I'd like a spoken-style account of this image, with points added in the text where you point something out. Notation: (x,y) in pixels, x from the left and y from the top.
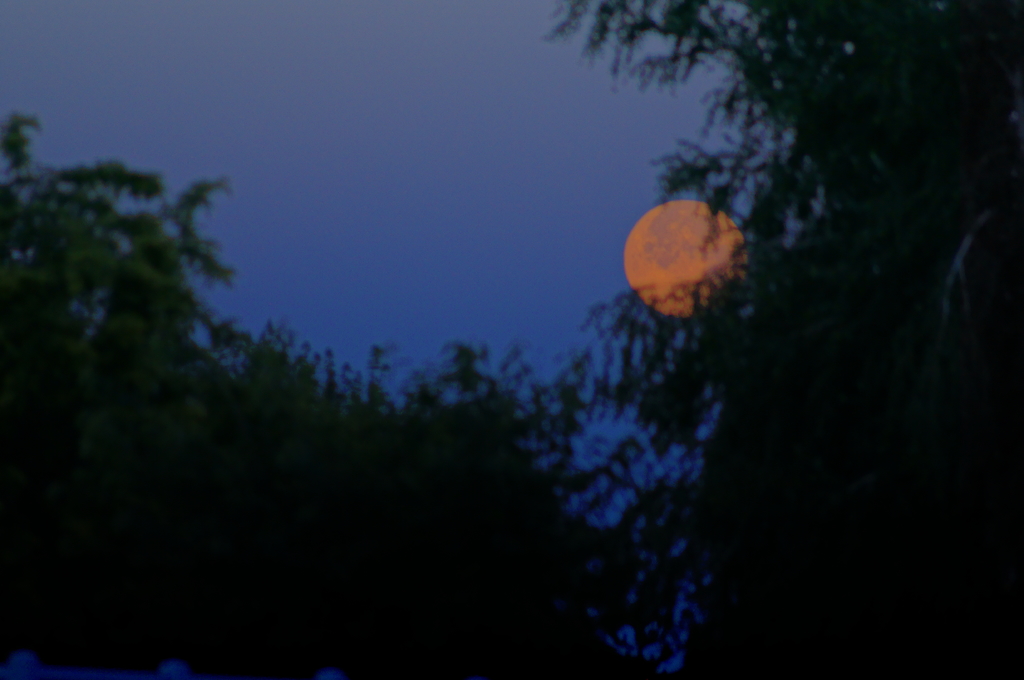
The image is clicked during night time. In the foreground of the picture (663,448) there are trees (965,146). In the background (585,178) it is sky (588,216). In the center of the sky (742,213) there is a celestial body (671,265).
